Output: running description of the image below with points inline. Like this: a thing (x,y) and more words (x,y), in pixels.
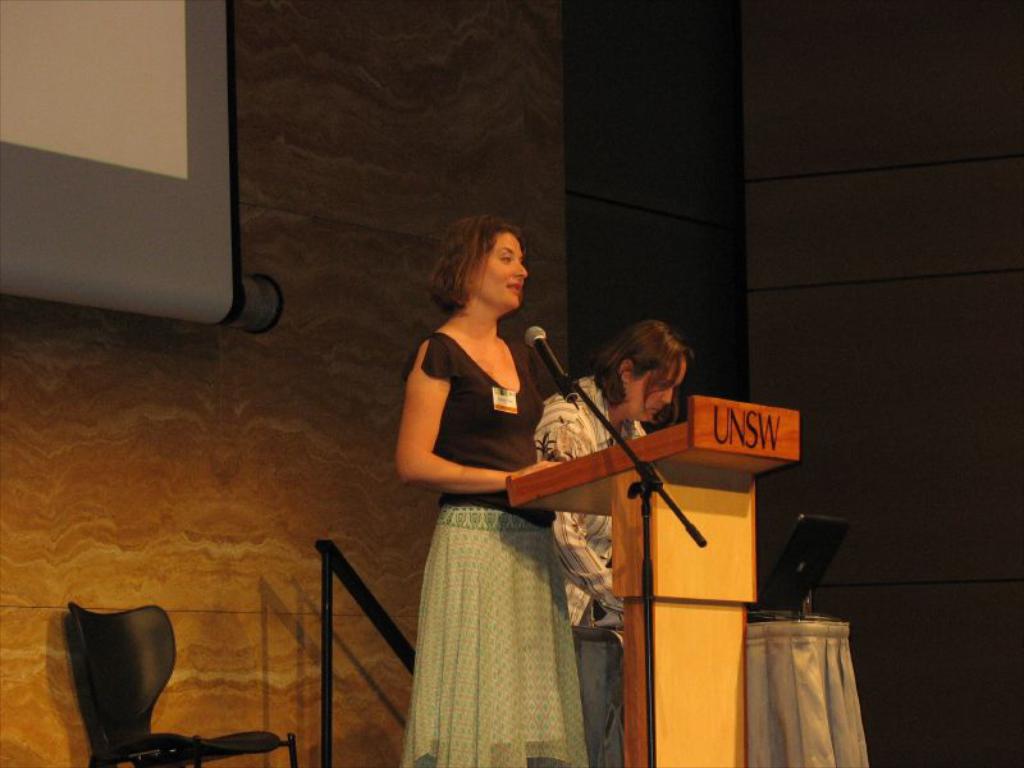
In this picture we can see woman (524,265) standing in front of the podium (623,519) and talking to the mic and beside to her one more person (572,440) also standing and in background (389,263) we can see wall (93,346), screen (107,236), chair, pole (408,651).
